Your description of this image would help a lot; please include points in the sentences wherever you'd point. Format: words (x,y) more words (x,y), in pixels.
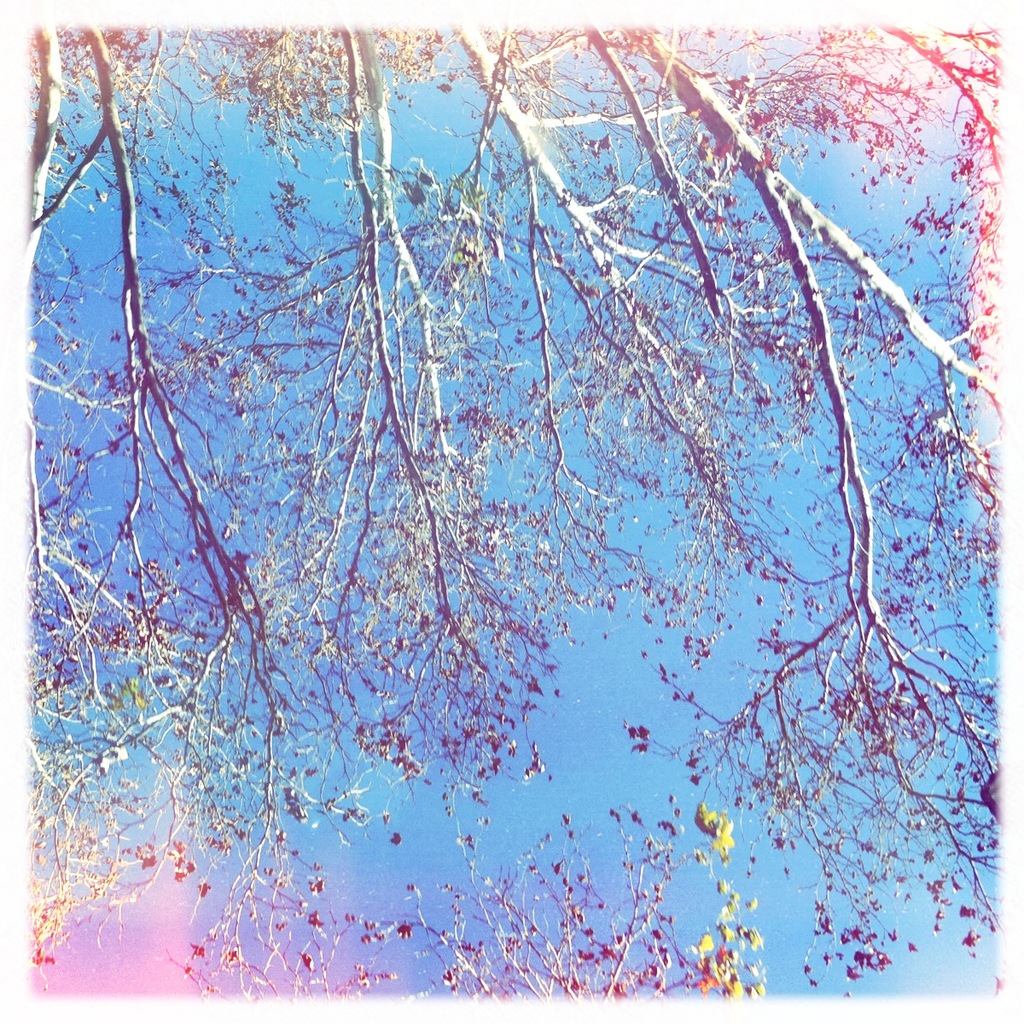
In this image we can see some trees (438,702). In the background of the image (456,592) there is the sky (575,108).
